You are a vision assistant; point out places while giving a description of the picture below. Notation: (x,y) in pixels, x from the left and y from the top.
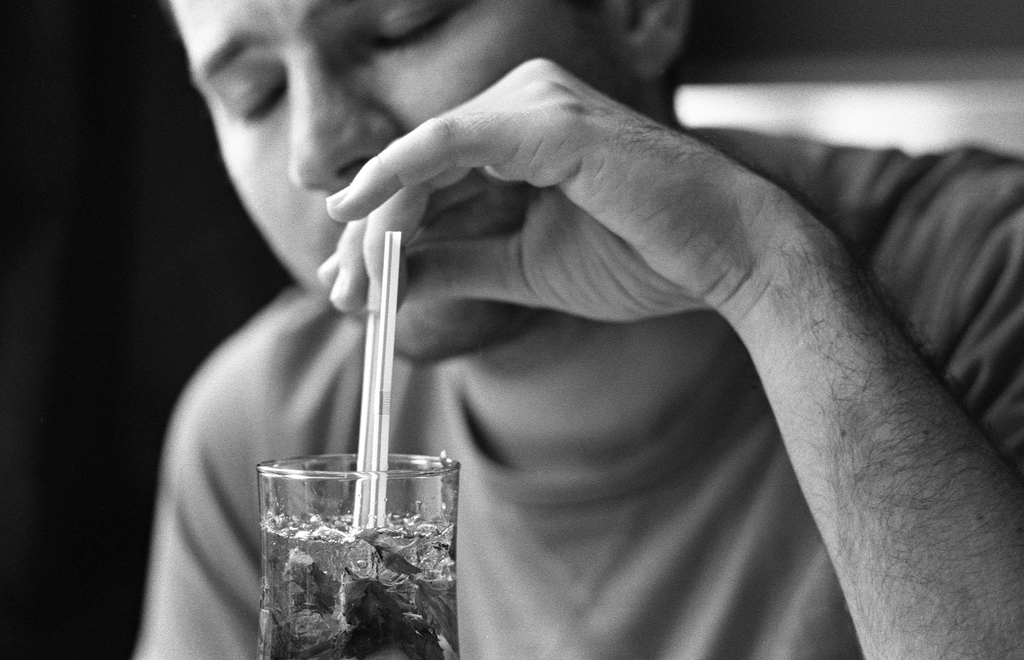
In this image we can see a person (393,403) is holding something in his hands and keeping it in a glass (315,522).
